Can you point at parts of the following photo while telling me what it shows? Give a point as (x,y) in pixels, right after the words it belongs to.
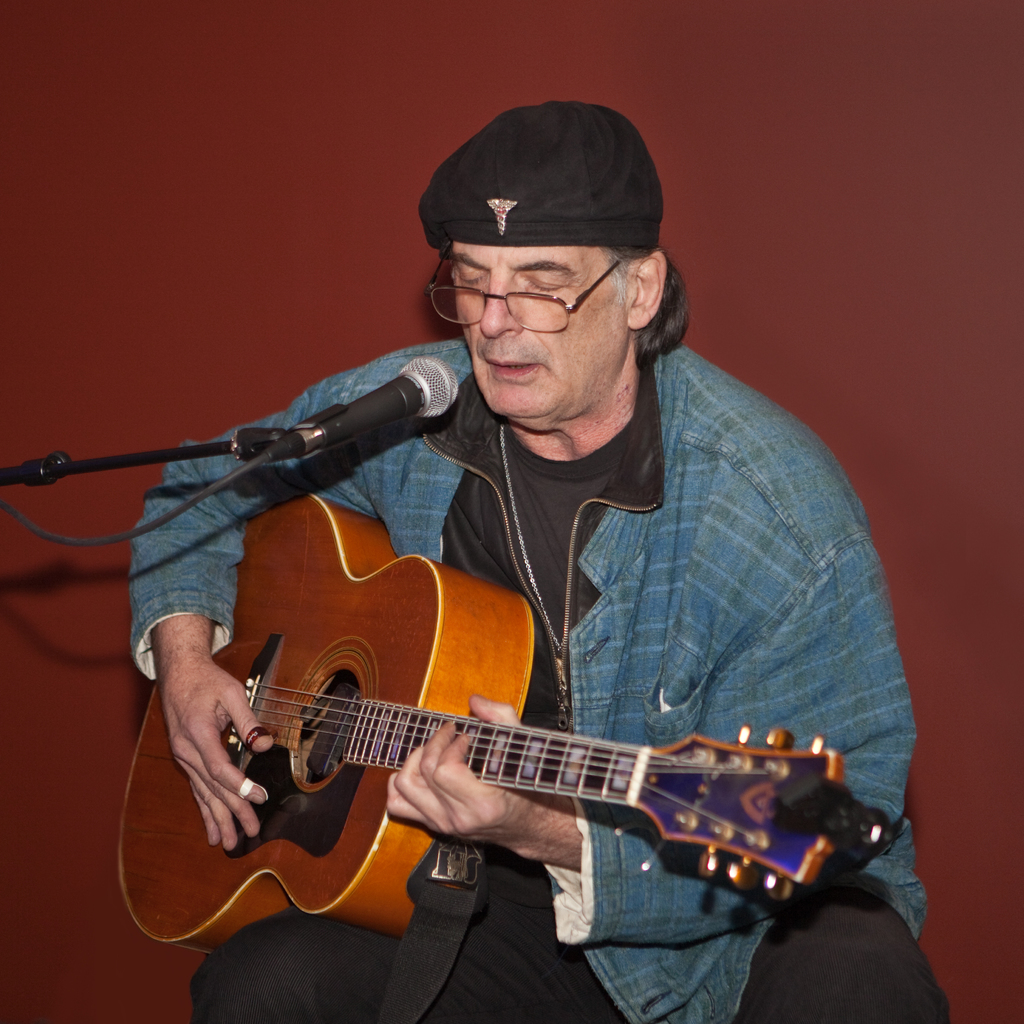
In this image the man (634,716) is sitting and playing a guitar (383,708). There is a mic (375,410) with a stand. At the background (329,161) there is a maroon colored wall (353,191).
